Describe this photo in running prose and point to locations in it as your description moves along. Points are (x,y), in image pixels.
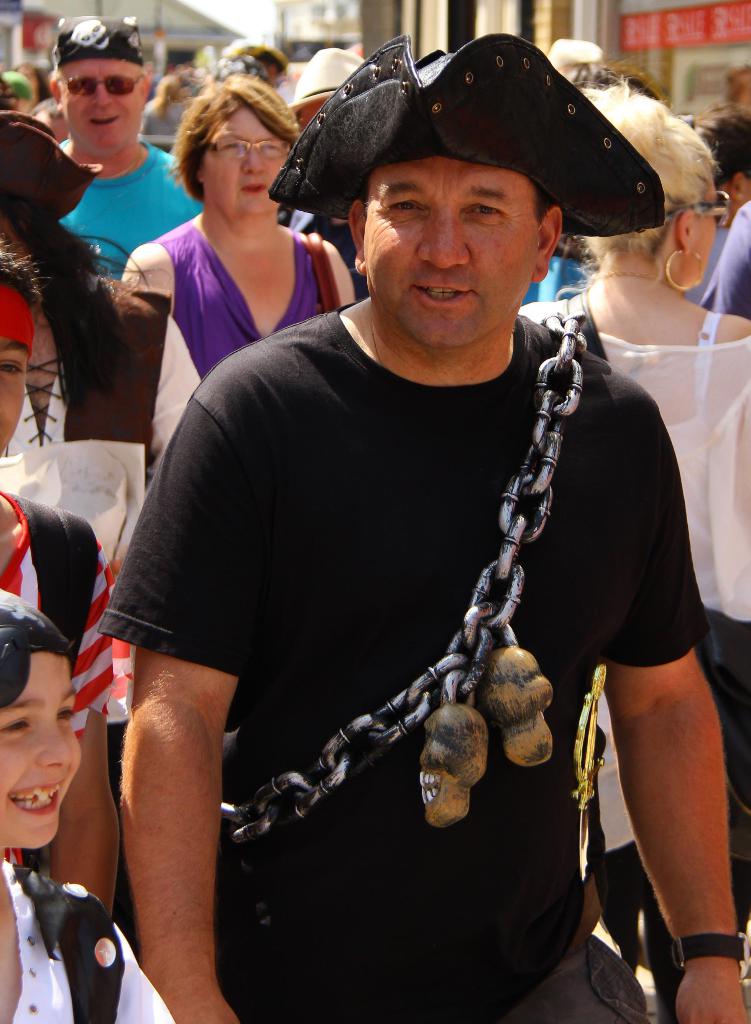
In this image there are a group of persons (353,425), there is a man (374,467) wearing a hat (508,108), there is a man (490,222) wearing a metal chain (341,773), at the background of the image (145,18) there are buildings (467,33).
